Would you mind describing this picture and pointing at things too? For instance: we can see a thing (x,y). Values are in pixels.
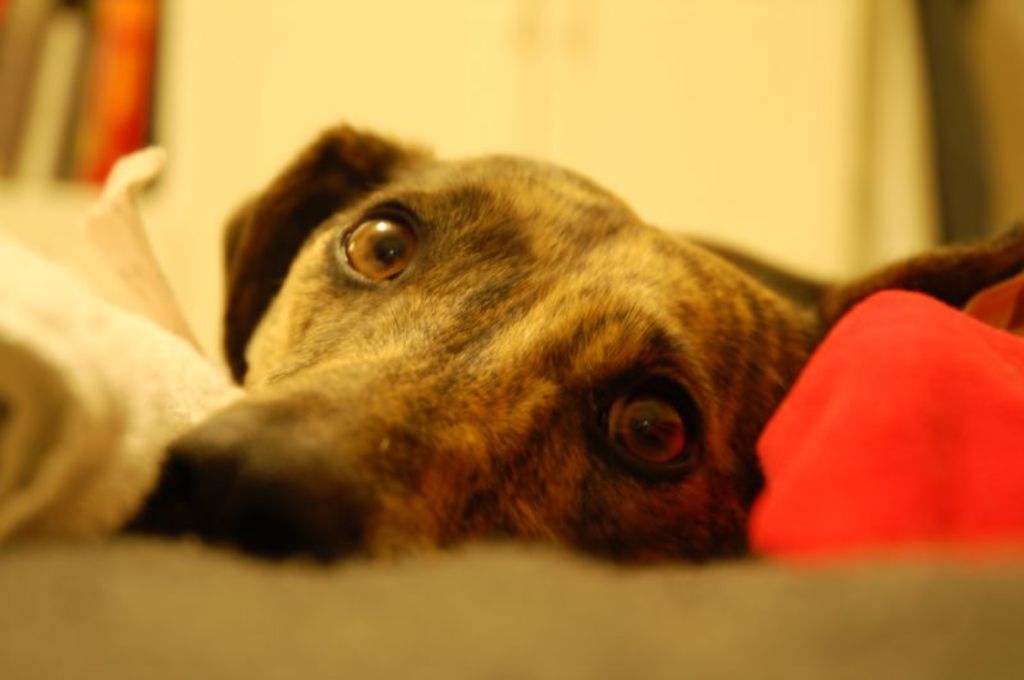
There is a brown dog (510,230) lying on the bed (371,572) and it is looking at the camera. Beside that, we see a red color (789,497) and a white color cloth (33,464). Behind that, we see a white wall (419,119) and it is blurred in the background (489,108).
